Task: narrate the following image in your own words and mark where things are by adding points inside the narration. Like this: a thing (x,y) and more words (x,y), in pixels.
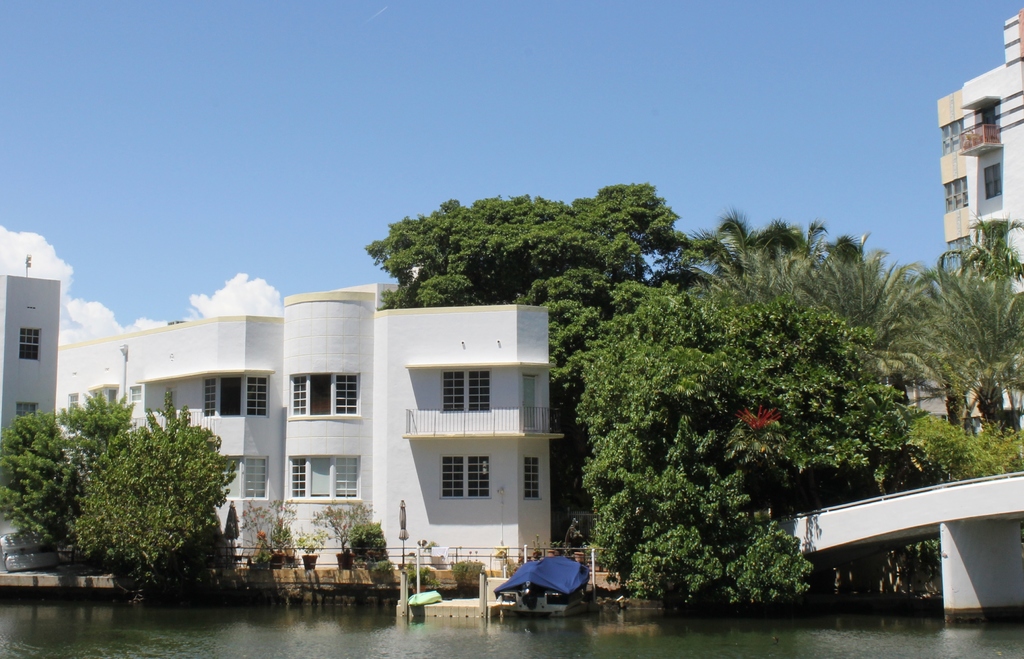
This picture shows buildings (422,419) and trees (691,396) and we see water (599,627) and a bridge (999,563) and we see cloudy sky (343,179) and few plants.
